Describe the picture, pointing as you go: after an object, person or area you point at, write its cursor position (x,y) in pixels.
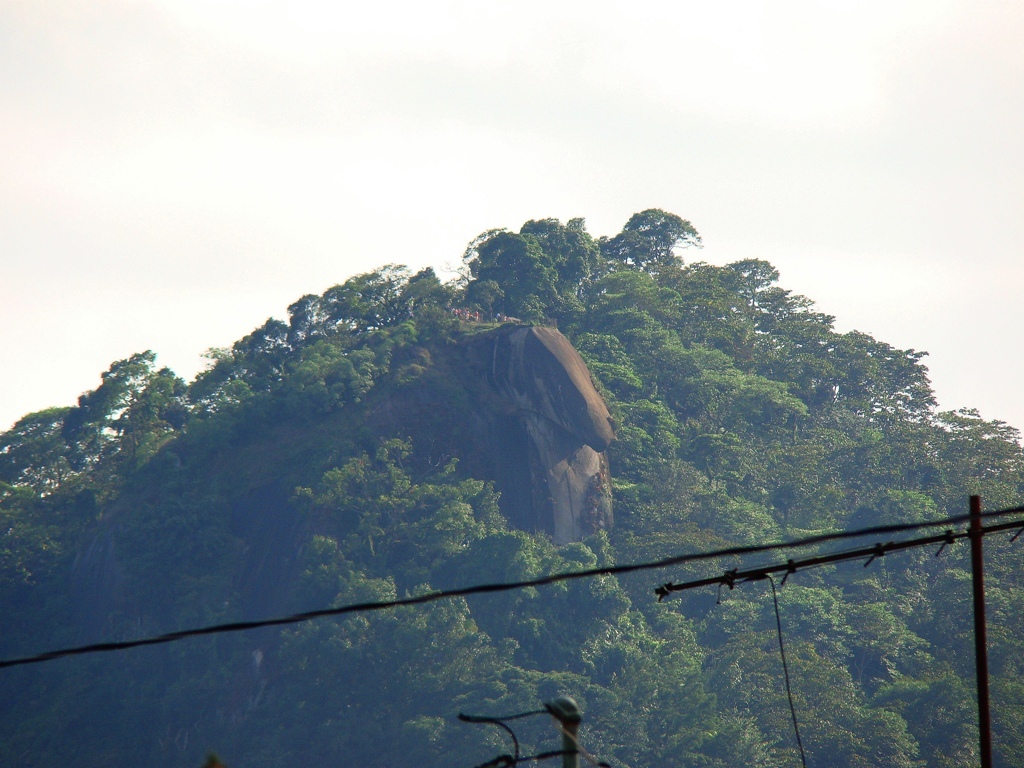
In the picture we can see a hill (601,695) with trees (453,696) and plants (443,698) and in the background (63,386) we can see a sky (962,175).
